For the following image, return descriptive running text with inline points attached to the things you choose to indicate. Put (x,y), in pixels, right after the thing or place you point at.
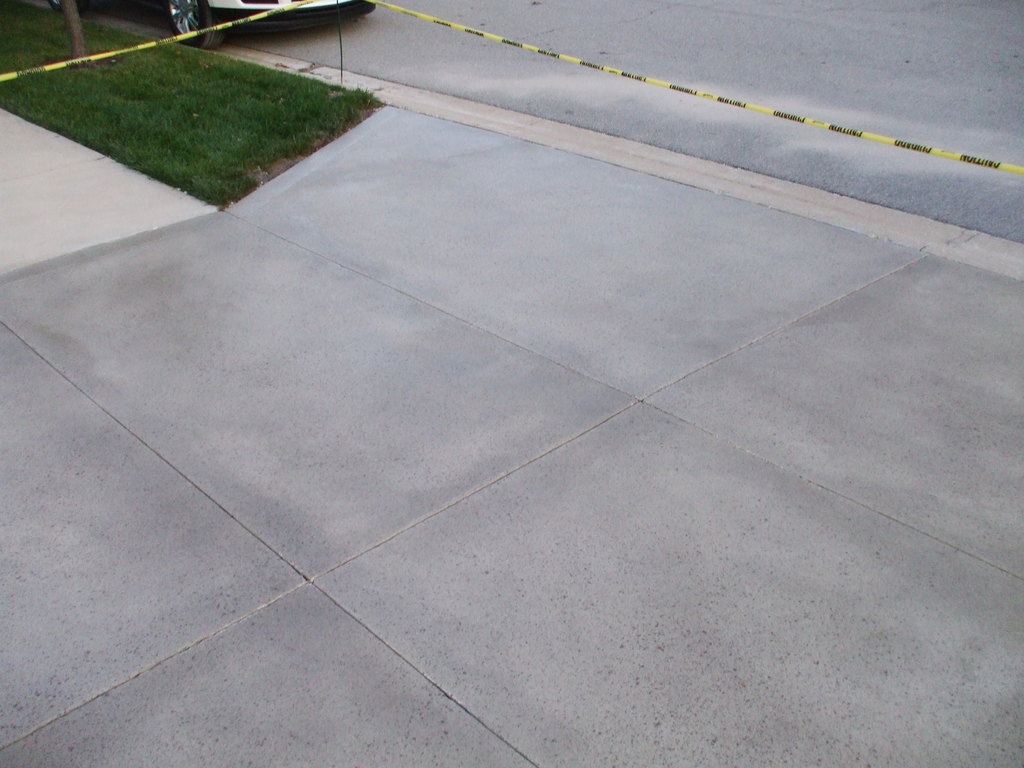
In this picture we can see road (916,70) and concrete floor (693,444). At top left corner (170,8) there is a car (225,16) near to the grass (238,82).
